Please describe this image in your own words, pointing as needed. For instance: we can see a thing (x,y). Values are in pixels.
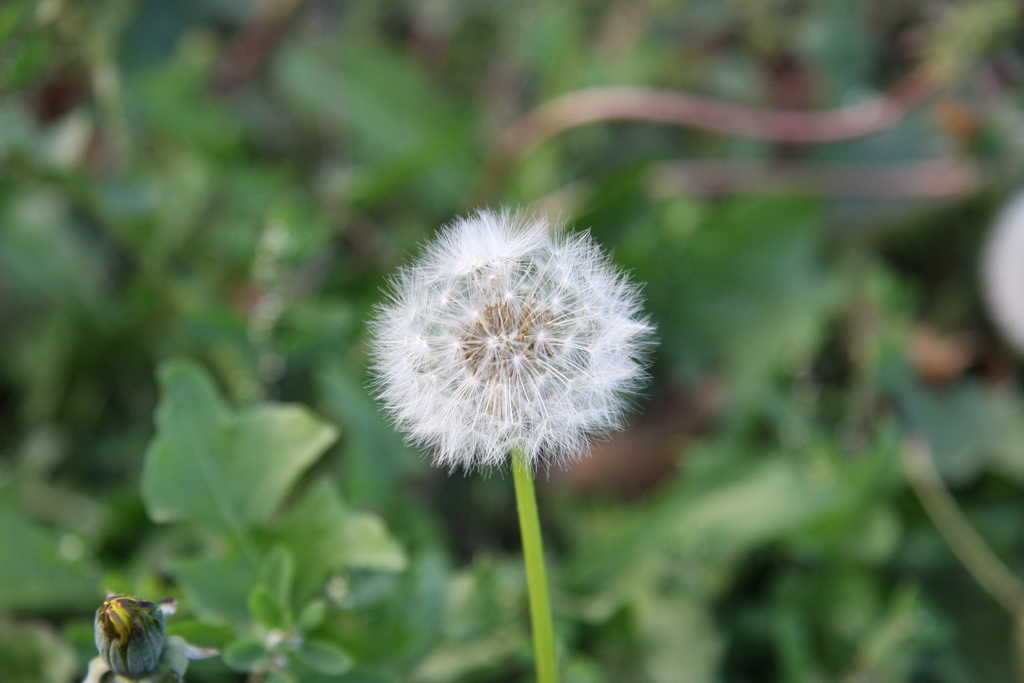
In this picture, we can see a flower (434,333), and we can see the blurred background (815,618) with some plants (592,583).
